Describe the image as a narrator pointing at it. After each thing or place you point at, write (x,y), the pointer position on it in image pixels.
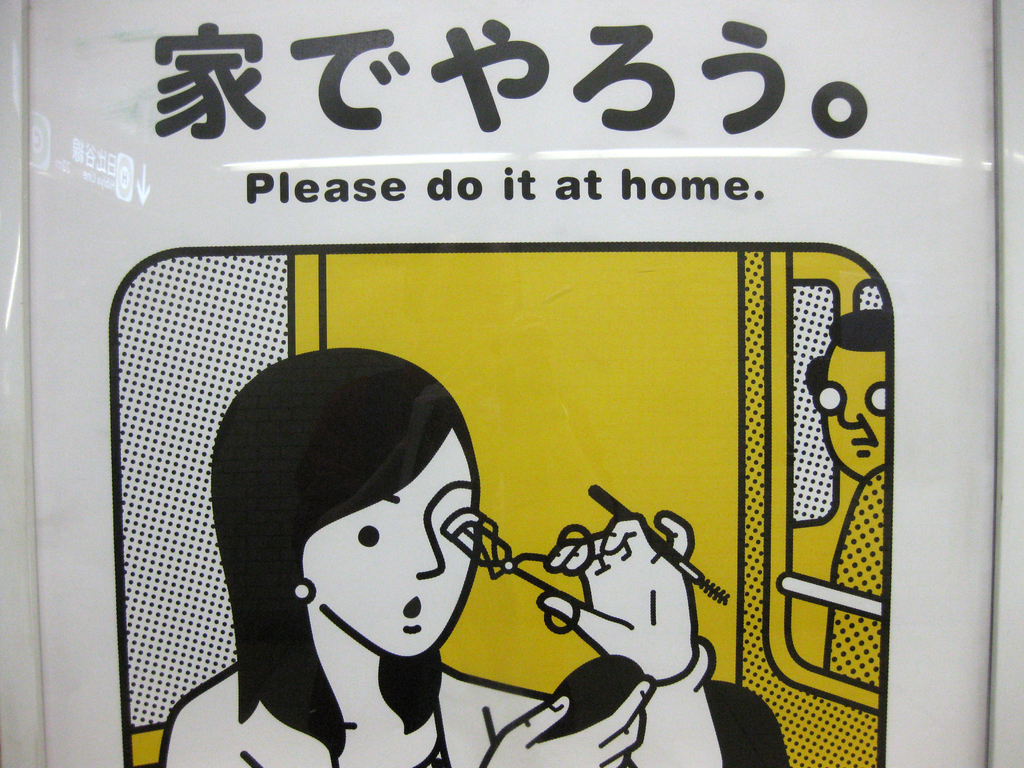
In this image there is a sketch (397,627) of a woman (464,596) holding some objects (678,566) and doing something to the eyelashes (458,524), beside her there is a person (808,374) looking at her, above this sketch (473,283) there is some text (655,184) on the door (367,178).
